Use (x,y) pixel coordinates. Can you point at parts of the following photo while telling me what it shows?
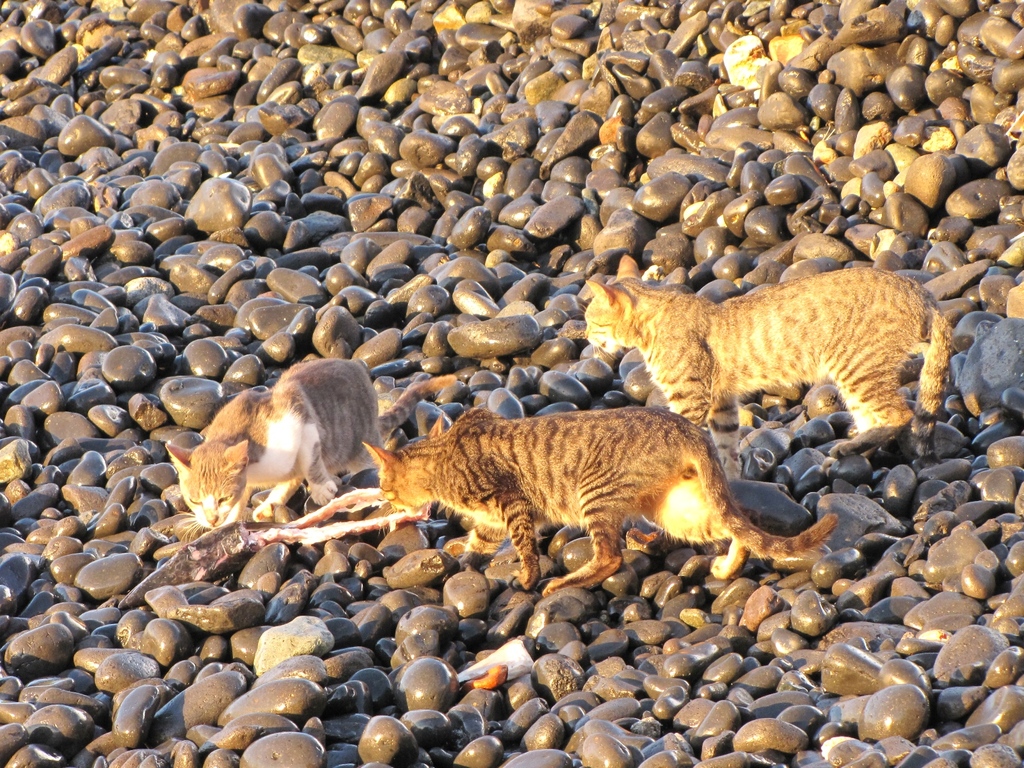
In this picture we can see three cats (473,449) standing on the small stones (746,677).
